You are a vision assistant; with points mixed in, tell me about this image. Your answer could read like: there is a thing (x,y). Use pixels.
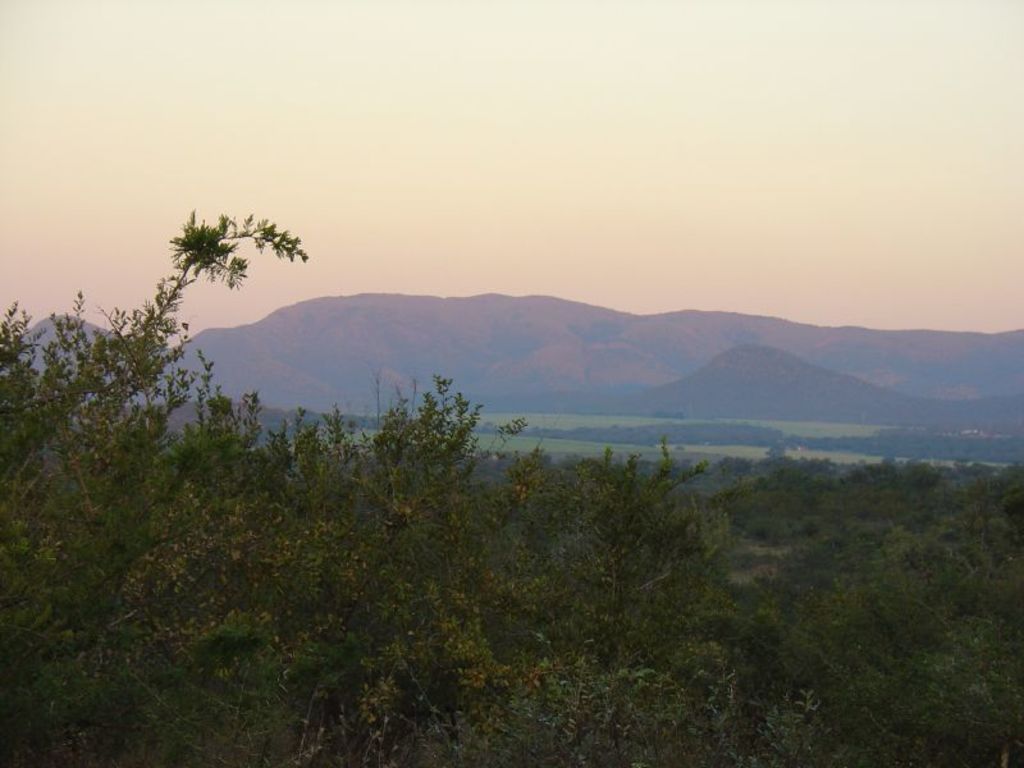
In the foreground (262,568) we can see trees (484,514). In the middle of the picture (415,343) we can see hills (619,357), greenery (668,417). At the top (449,126) there is sky (414,135).
